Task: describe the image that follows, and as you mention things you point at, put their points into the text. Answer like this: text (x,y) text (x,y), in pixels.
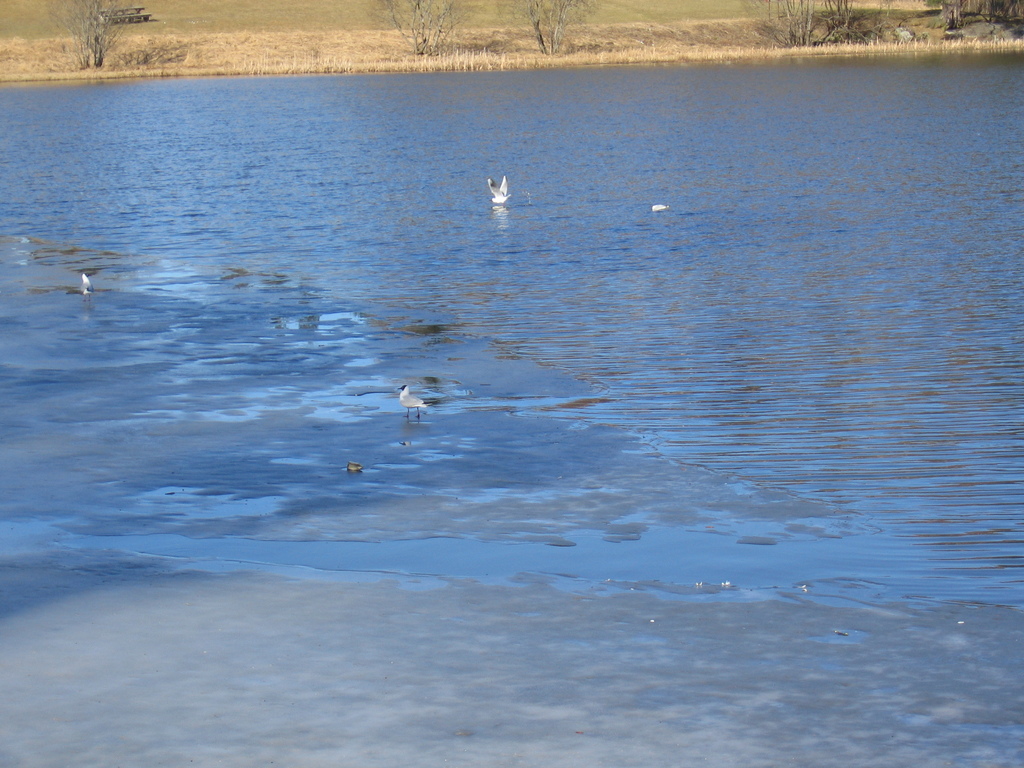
In this image I can see water (445,242), grass (575,64) and few white colour birds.
